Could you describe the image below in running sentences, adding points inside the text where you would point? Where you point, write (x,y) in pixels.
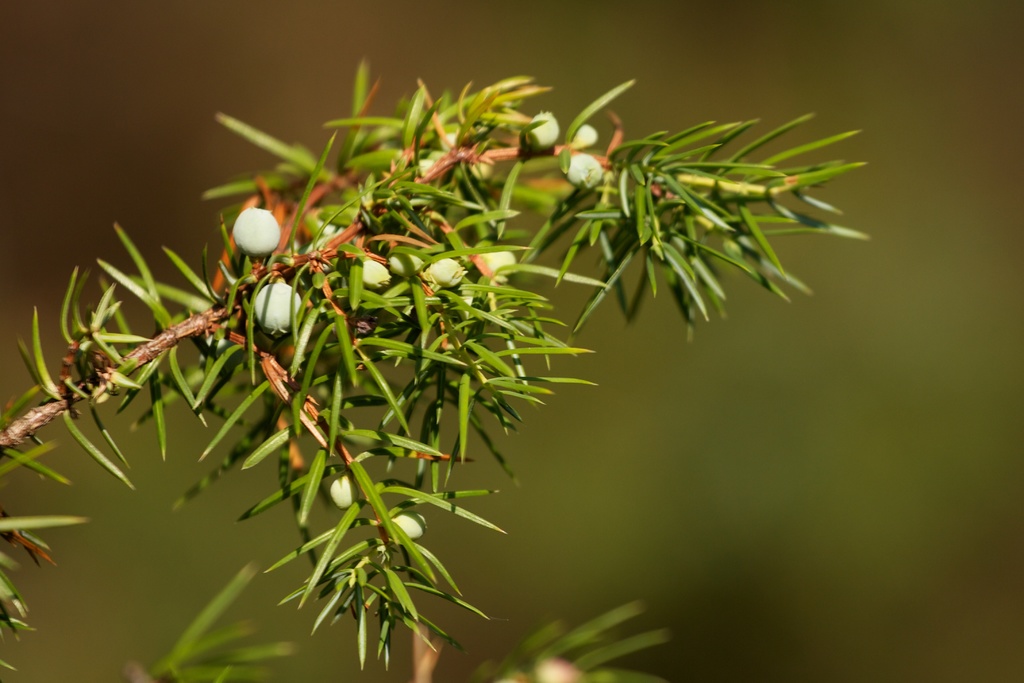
In this picture, we see a plant (259,390) having white buds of the flower (401,274). In the background (663,374), it is green in color and it is blurred.
